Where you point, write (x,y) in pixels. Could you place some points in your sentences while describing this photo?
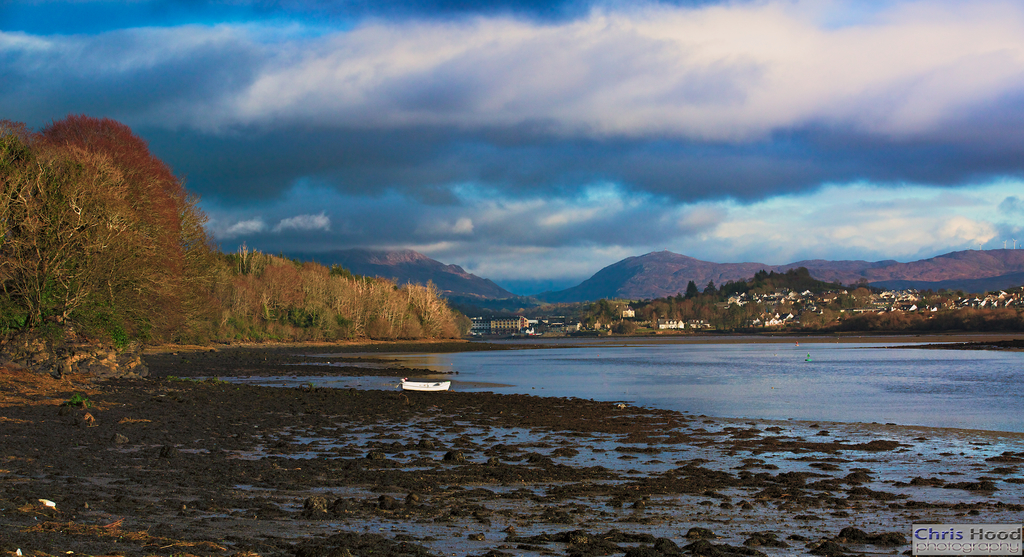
In this picture we can see water (839,391), trees (254,289), buildings (518,327), mountains (819,270) and in the background (828,257) we can see the sky (462,123) with clouds (491,197).
